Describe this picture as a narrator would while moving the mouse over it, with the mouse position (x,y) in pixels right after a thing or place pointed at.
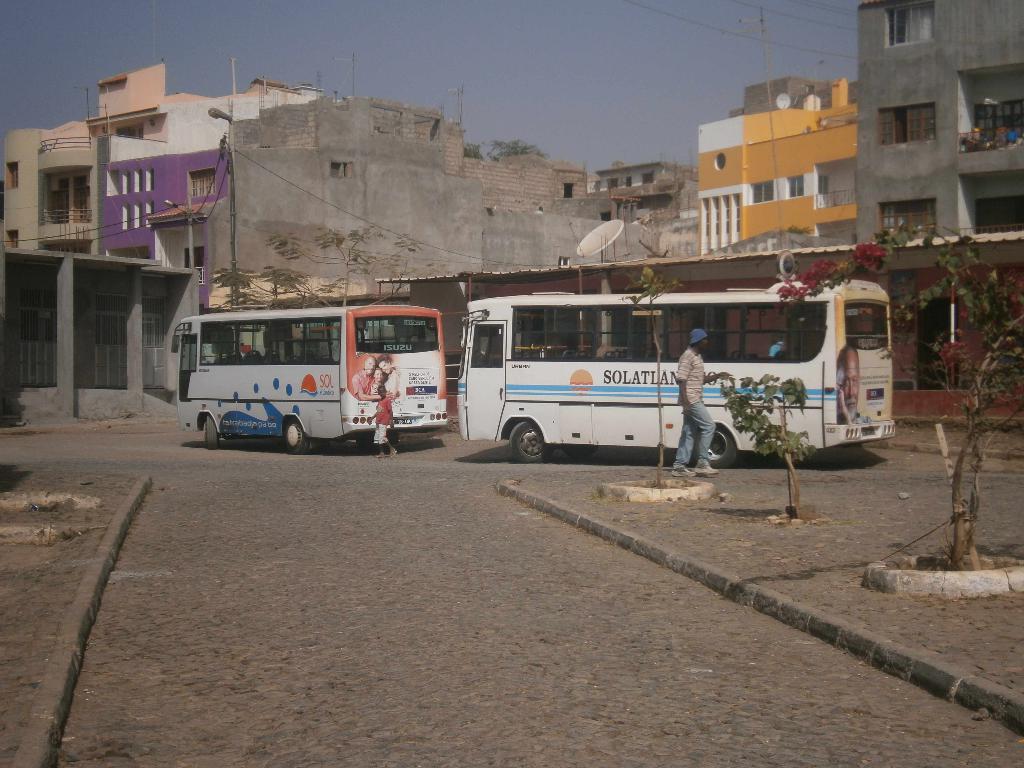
In this image, on the right side (693,356), we can see a man (683,363) walking on the road (874,515). On the right side (975,491), we can see a tree (998,370) with flowers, building (943,206), glass window (1002,216). On the left side (154,302), we can see a building (136,306), pillars (166,297). In the background (243,416), we can see a boy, vehicles (291,408), buildings (361,293), electric wires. At the top (617,89), we can see a sky (605,89), at the bottom (467,606), we can see a road (482,620) and a footpath (903,533).
